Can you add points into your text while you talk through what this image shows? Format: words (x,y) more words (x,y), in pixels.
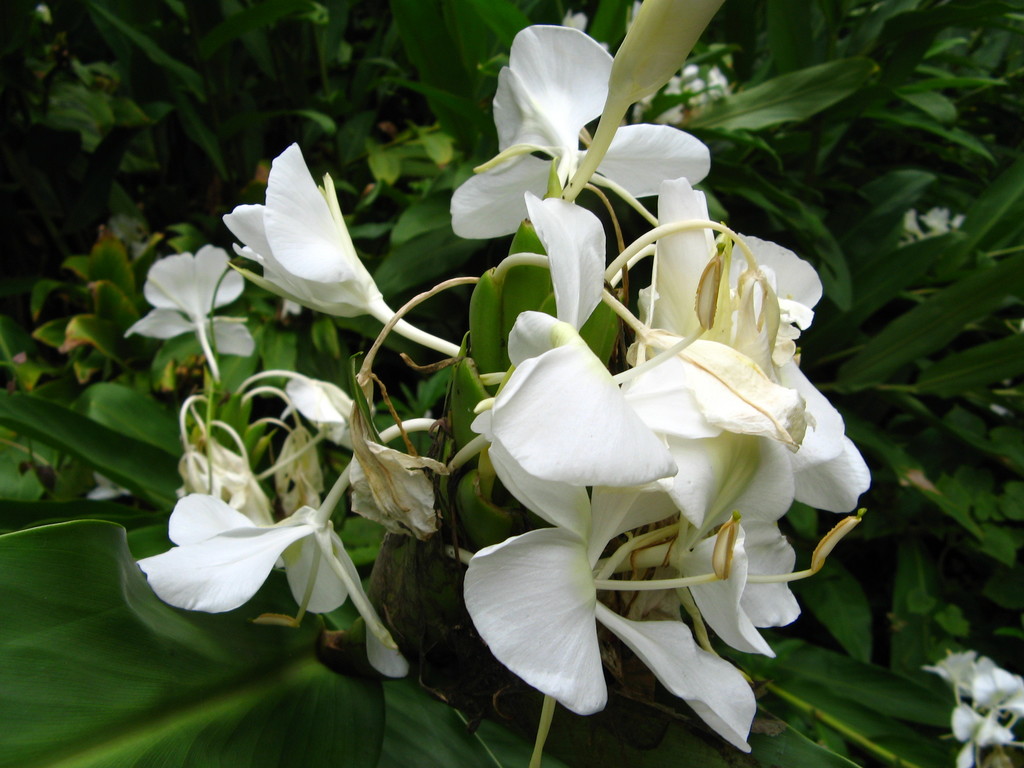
In this picture I can see there are few flowers (625,559) and there are few plants (140,443) and the flowers (648,521) are in white color, there is a bud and in the backdrop (832,604) I can see there are many more plants (536,9).
